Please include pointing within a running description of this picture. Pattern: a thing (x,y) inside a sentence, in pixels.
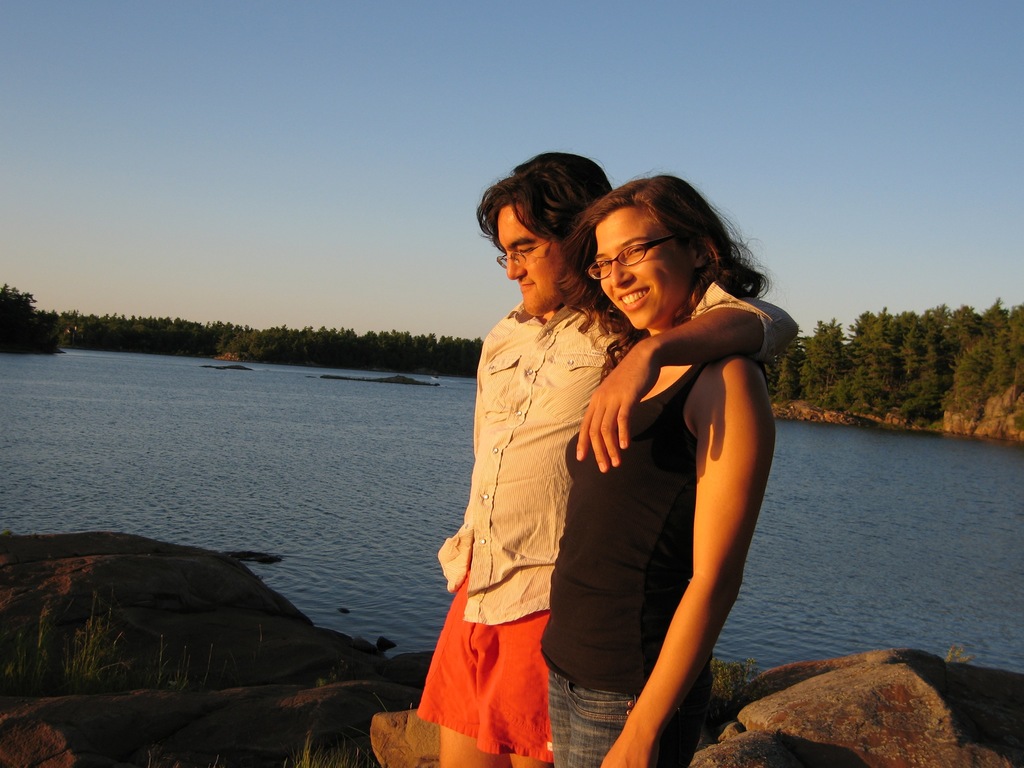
In the center of the image (643,269) we can see a lady (601,556) and a man (590,356) standing. In the background (328,572) there is a river (282,555) and we can see rocks (198,706). There are trees (299,359). At the top (352,166) there is sky (352,166).
